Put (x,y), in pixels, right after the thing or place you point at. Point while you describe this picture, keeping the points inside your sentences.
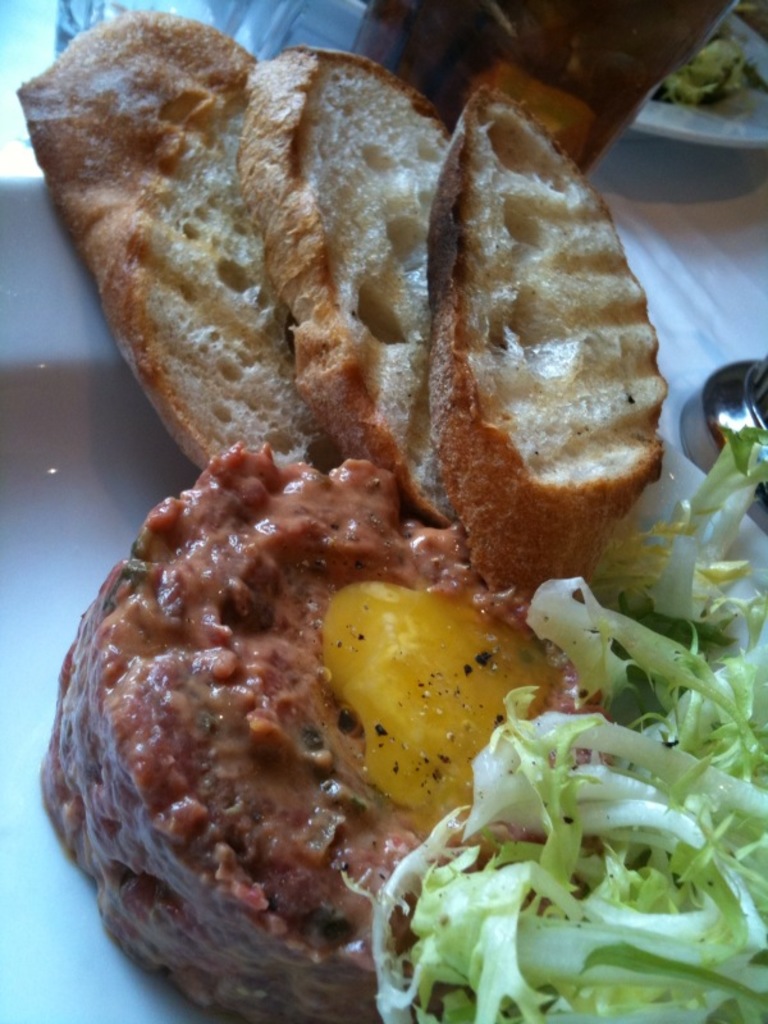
In this picture I can observe some food (283,491) which is in brown and green color. In the top of the picture (507,61) I can observe a bottle (513,55).
